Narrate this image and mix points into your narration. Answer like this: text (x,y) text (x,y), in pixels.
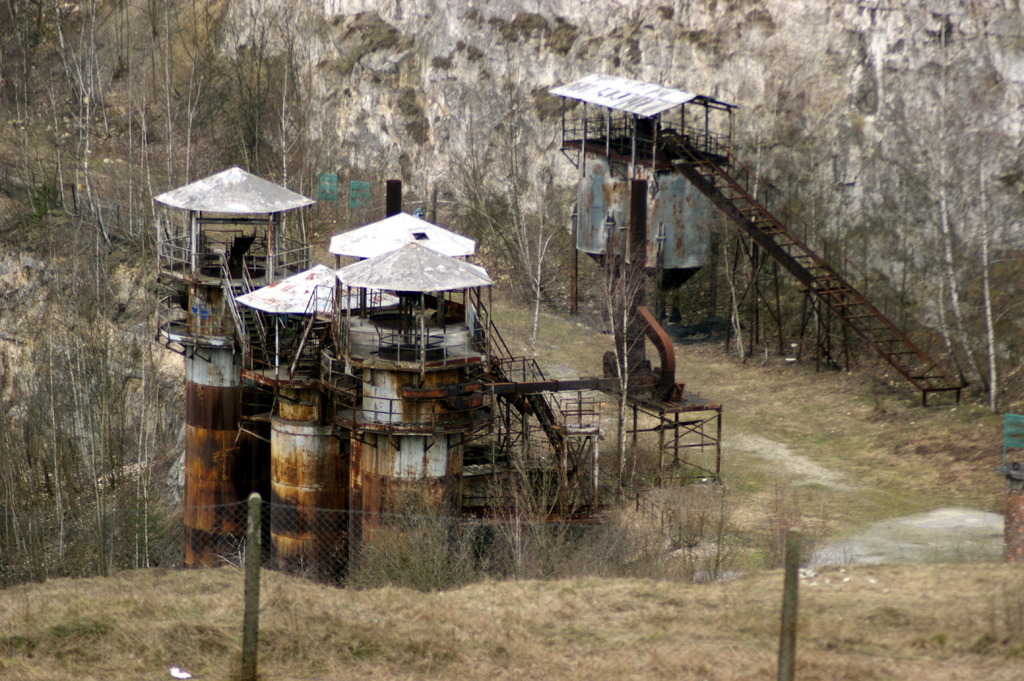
In this image we can see many trees (213,89). There is a fencing (547,592) in the image. There is a hill (61,267) in the image. There is a rock (940,93) in the image. There is a machinery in the image.
